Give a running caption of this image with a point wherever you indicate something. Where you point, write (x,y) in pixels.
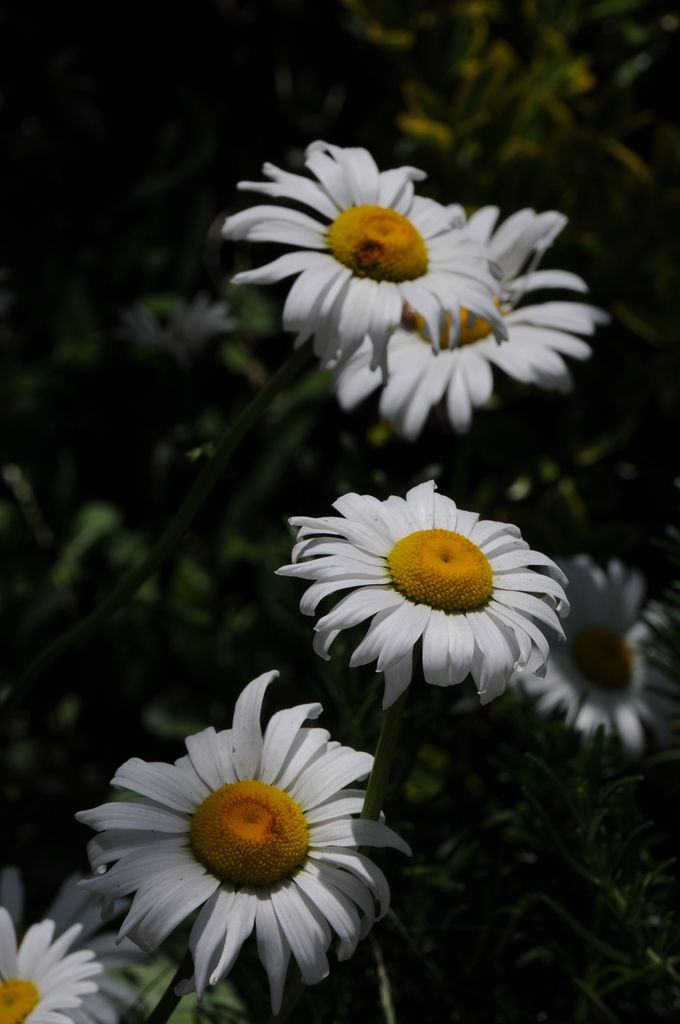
In the image in the center (308,408), we can see plants (587,526) and few flowers (495,556), which are in white and yellow color.
